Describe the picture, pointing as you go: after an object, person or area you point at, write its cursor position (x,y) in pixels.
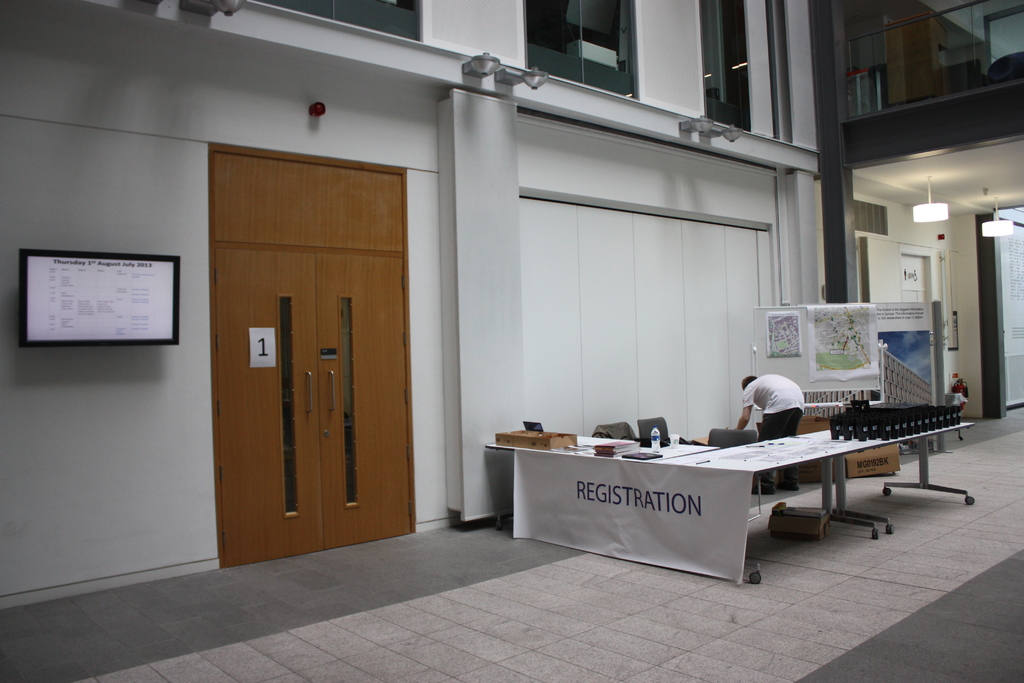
In this picture we can see a man (782,398) standing, chairs (745,441), bottle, banner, posters (826,338) on a board (774,372), doors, television (61,273), lights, table (705,447), wall (466,480), glass (716,74), floor (719,582), sticker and some objects (898,421).
